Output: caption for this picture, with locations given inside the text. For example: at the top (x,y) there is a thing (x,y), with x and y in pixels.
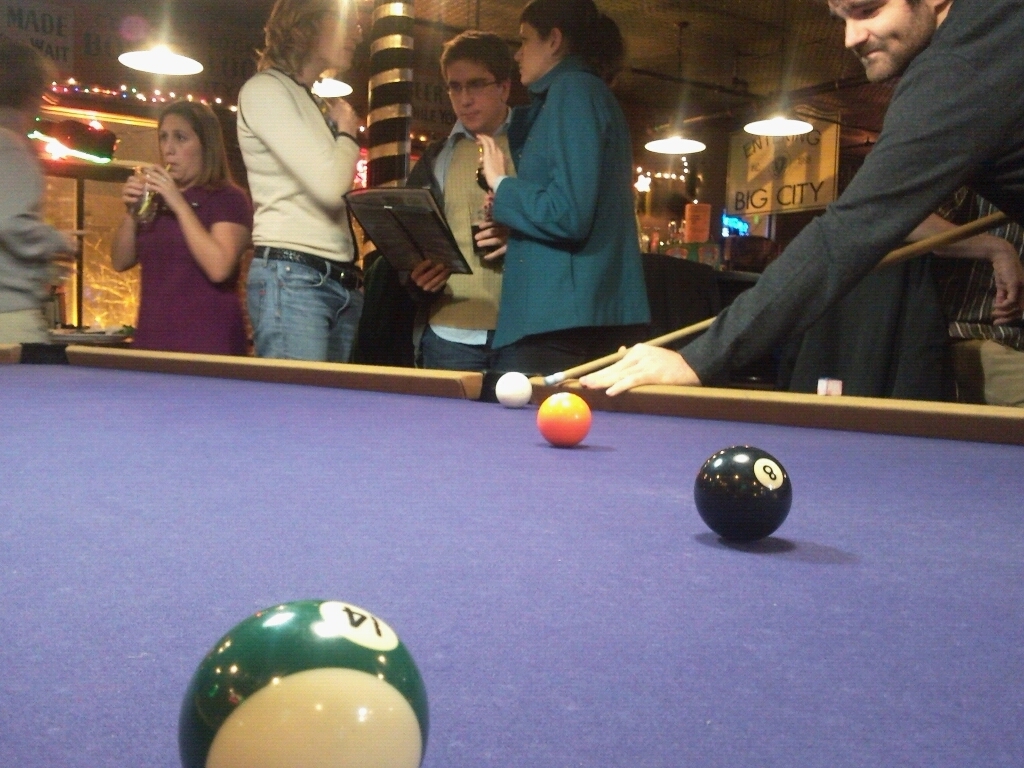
In this image I can see there are group of people (312,211) who are standing on the floor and also a snooker table (421,584) which has couple of balls (309,687) on it.
